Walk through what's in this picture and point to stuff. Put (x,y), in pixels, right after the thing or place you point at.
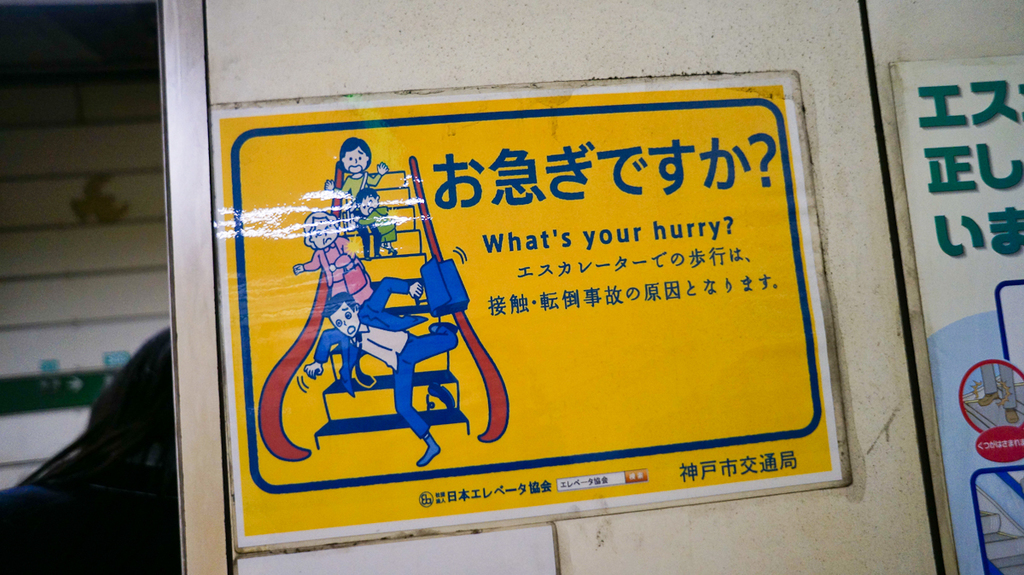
In this image in the center (633,195) there is one board (530,233), on the board (596,242) there is text (586,260) and some persons (370,295) and a staircase (384,388). And on the right side of the image (958,314) there is poster (953,209) on the wall (426,37) and on the left side of the image (18,562) there are some objects (80,526).
